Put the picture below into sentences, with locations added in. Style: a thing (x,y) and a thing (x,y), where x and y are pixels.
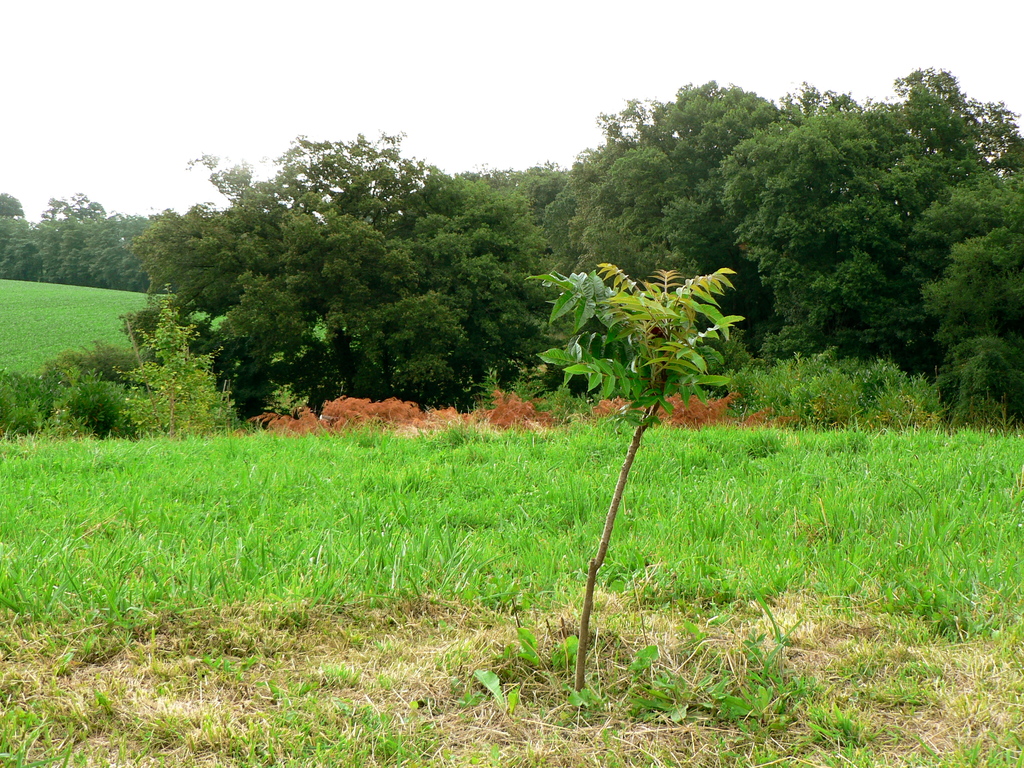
In this image there is the sky (478,73), there are trees (656,355), there are plants (605,528), there are grass (457,517).
